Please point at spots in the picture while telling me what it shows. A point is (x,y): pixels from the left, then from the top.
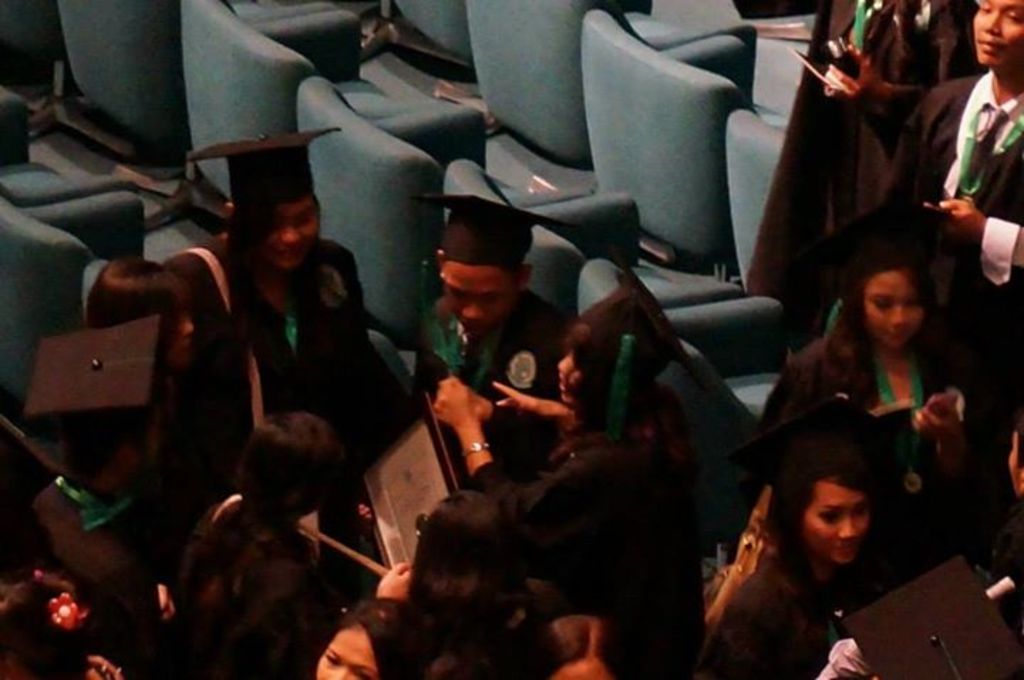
In this image I can see number of persons (506,535) wearing black color dresses (521,546) are standing near chairs (368,229) which are blue in color and I can see some of them are wearing black colored hats (649,308). In the background (942,284) I can see few persons (955,211) standing and few chairs (659,78) which are blue in color.
